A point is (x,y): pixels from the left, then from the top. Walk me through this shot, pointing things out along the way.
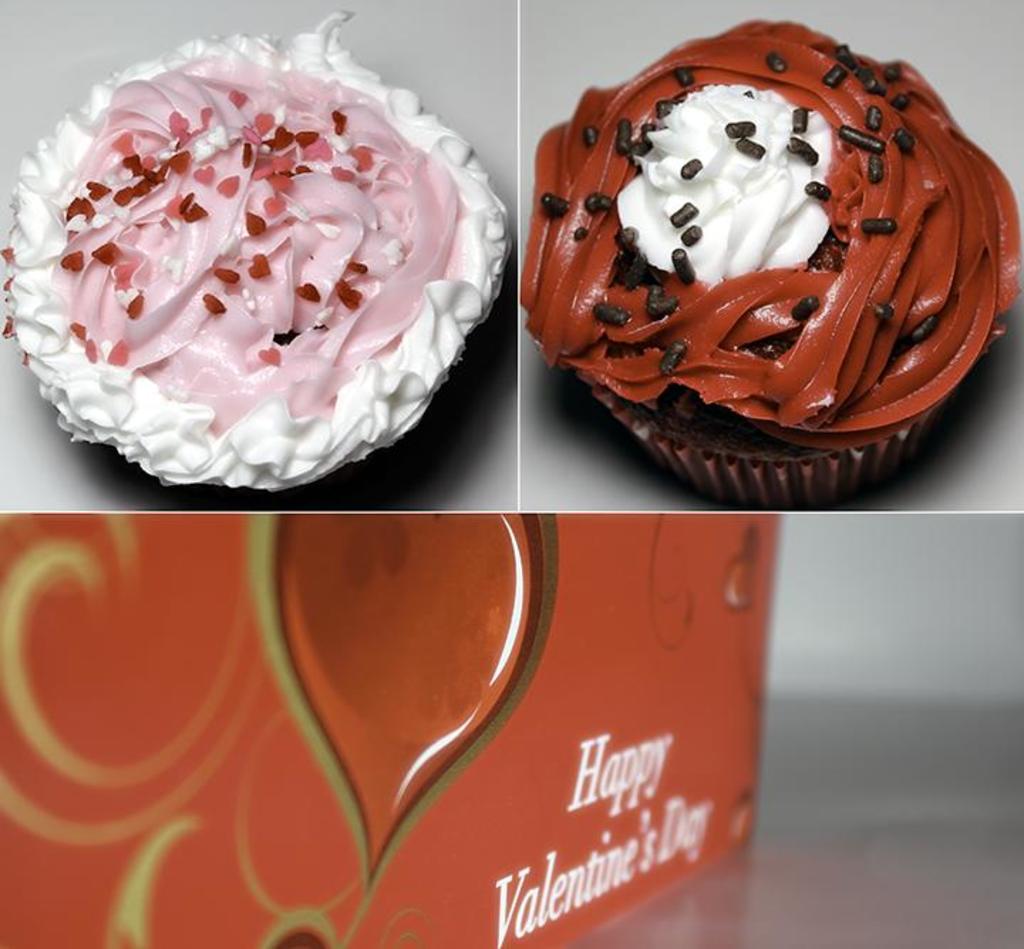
This image is collage of three different pictures. In the top left (131,98) there is a cupcake (139,274) in the image. There is the frosting cream (286,379) on the cupcake (359,340). There are sprinkles (194,218) on the cream (201,229). At the bottom (388,861) there is a box (380,866). There is text (628,759) on the box (573,832). In the top right (694,293) there is another cupcake (707,399). There is a cupcake papers (638,432) on it. There are sprinkles (671,305) on the cupcake (715,193).
